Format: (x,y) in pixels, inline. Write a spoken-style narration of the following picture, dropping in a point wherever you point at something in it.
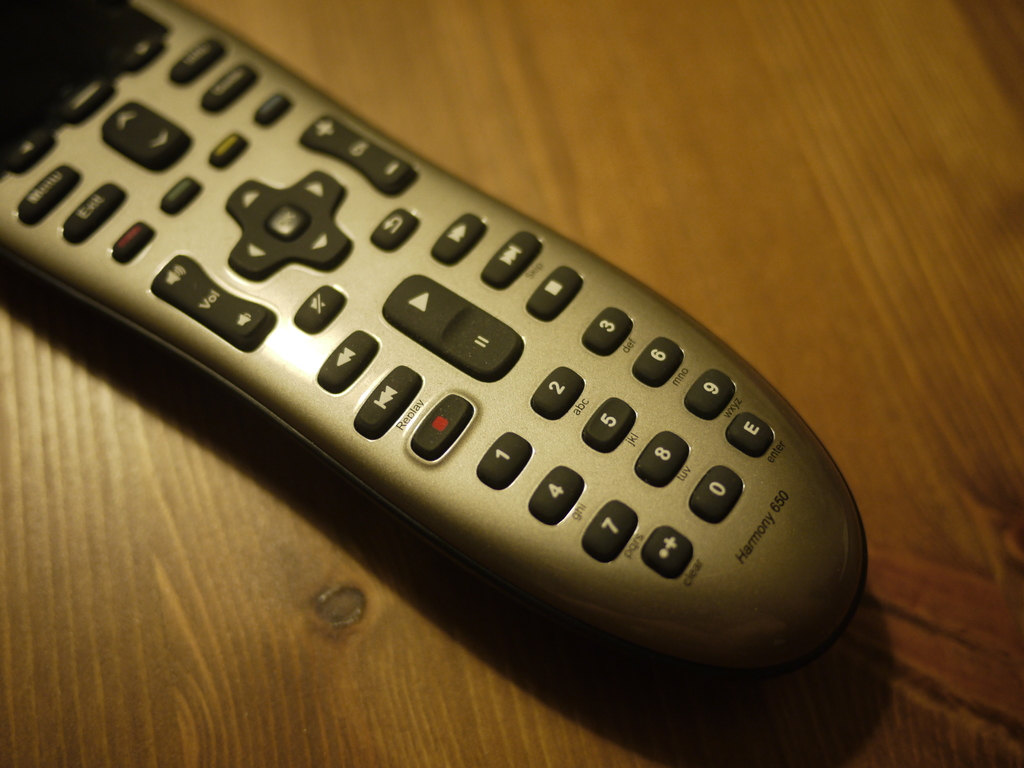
In this image there is a remote (365,474) on a wooden surface (809,204). There are numbers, text (59,175) and symbols (375,403) on the remote (502,527).
